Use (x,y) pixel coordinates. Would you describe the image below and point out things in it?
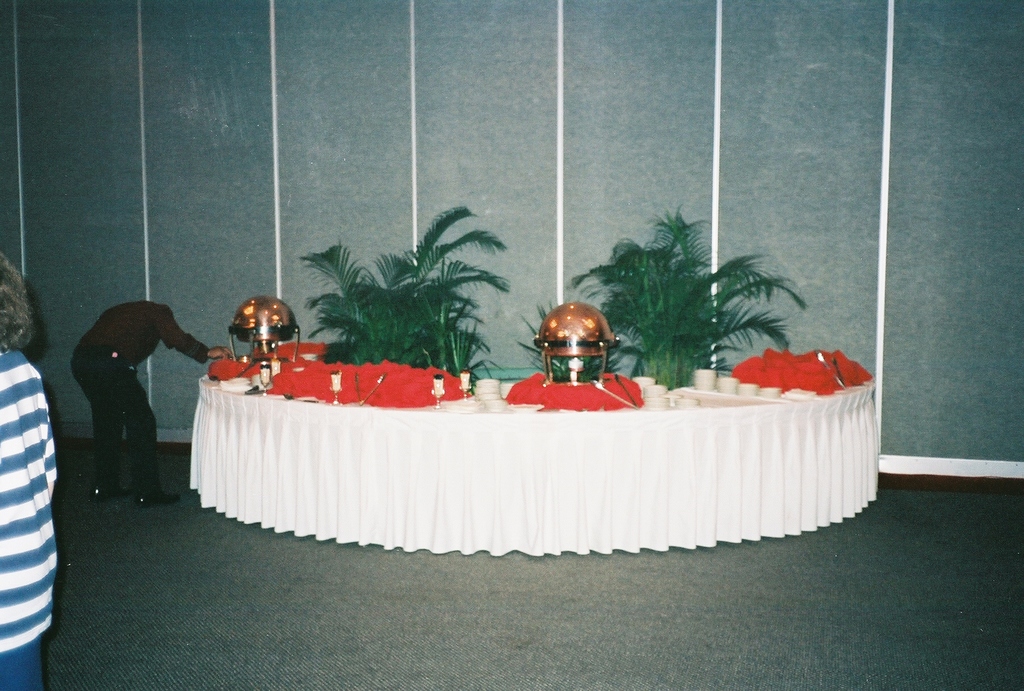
At the center of the image (404,456) there is a table (329,404) with some dishes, bowls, plates (520,408) and a few other objects (445,382) are placed on top of it, behind the table (363,428) there are a few plants (404,315). On the left side of the image (139,326) there are a few people (26,492) standing. In the background (237,121) there is a wall (349,121).
